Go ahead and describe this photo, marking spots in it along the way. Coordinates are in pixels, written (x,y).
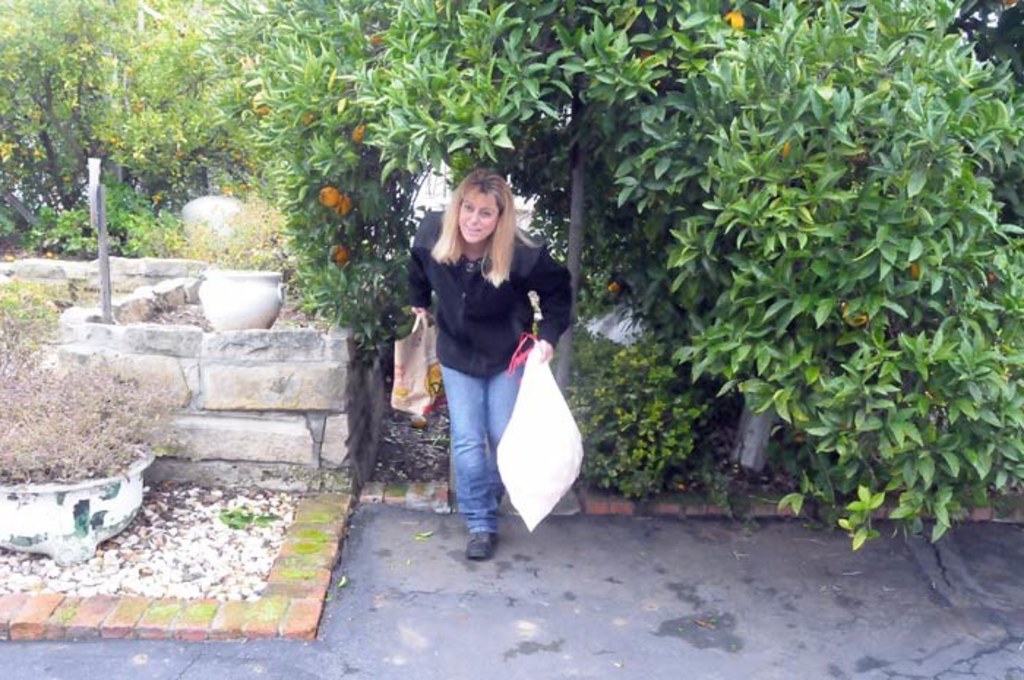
In this picture there is a woman (481,286) wearing black jacket (481,286) and jeans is holding carry bags (537,382) in her hands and there are trees (474,125) behind her.
